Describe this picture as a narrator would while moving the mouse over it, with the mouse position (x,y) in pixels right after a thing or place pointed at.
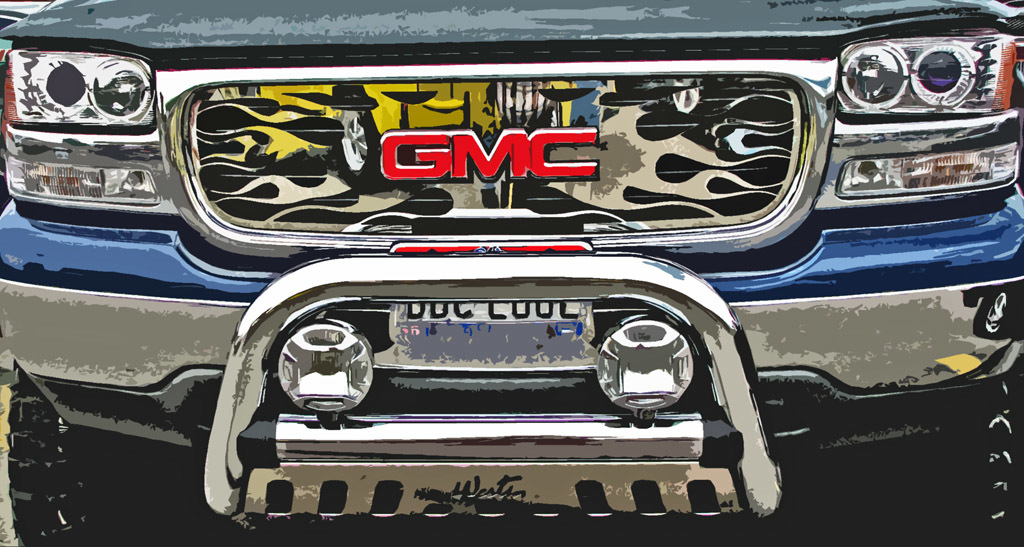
We can see vehicle (203,263), headlights (640,322) and number plate (403,363).
